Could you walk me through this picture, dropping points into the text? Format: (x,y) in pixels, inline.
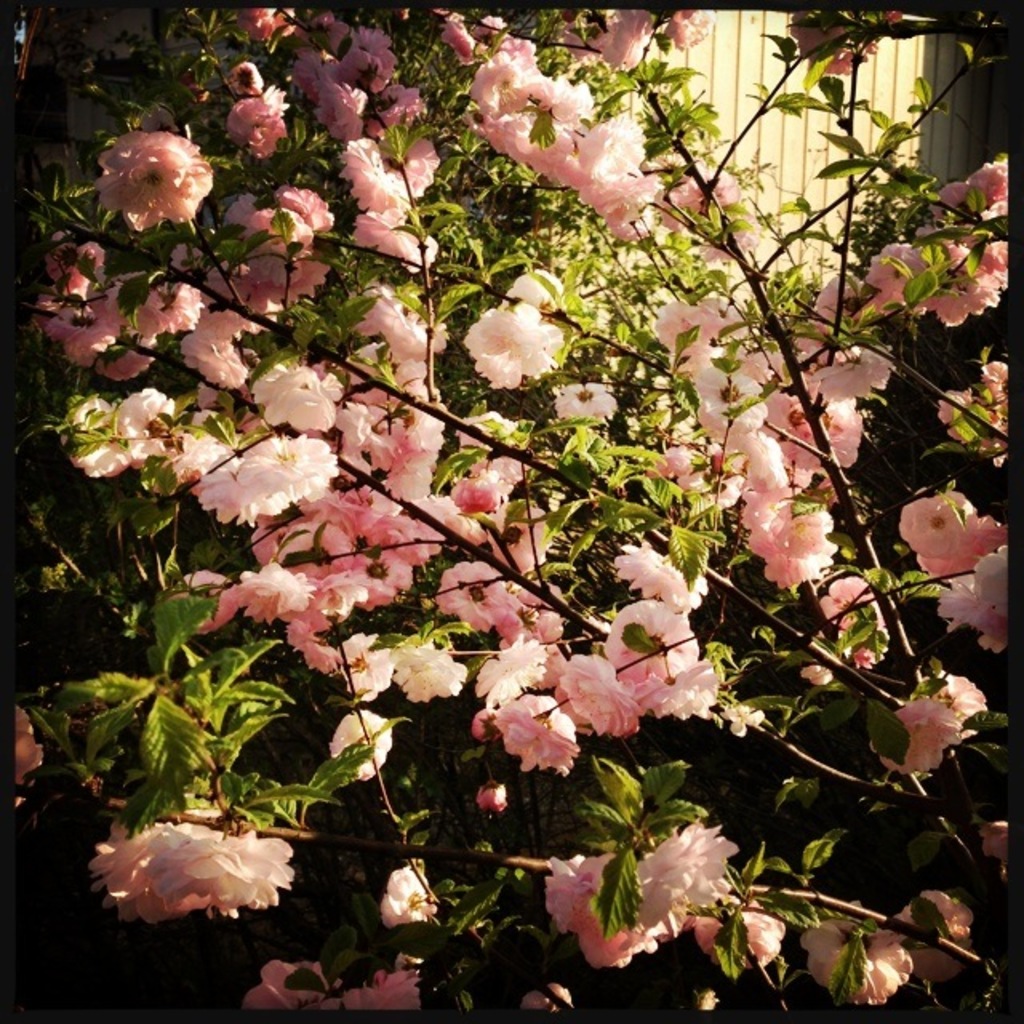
In this image we can see few plants (409,590). There are many flowers (458,436) to a plant (689,597). There is a wooden object (877,82) at the right top most of the image (813,122).
